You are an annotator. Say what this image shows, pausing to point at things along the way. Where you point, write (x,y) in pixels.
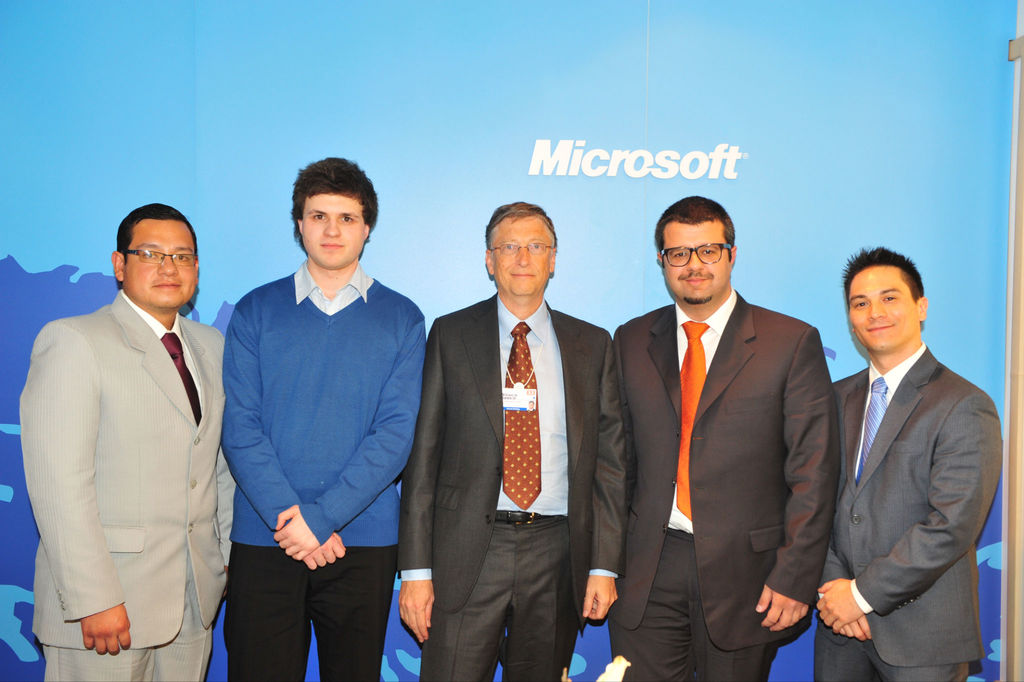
This picture shows few people (80,634) standing and we see hoarding (740,156) on the back (207,243) and we see few people (538,260) wore spectacles (532,251) on their faces (706,264). They wore coats (483,466) with the ties (695,333) on their neck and we see a id card (528,401) to one of the man's neck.
